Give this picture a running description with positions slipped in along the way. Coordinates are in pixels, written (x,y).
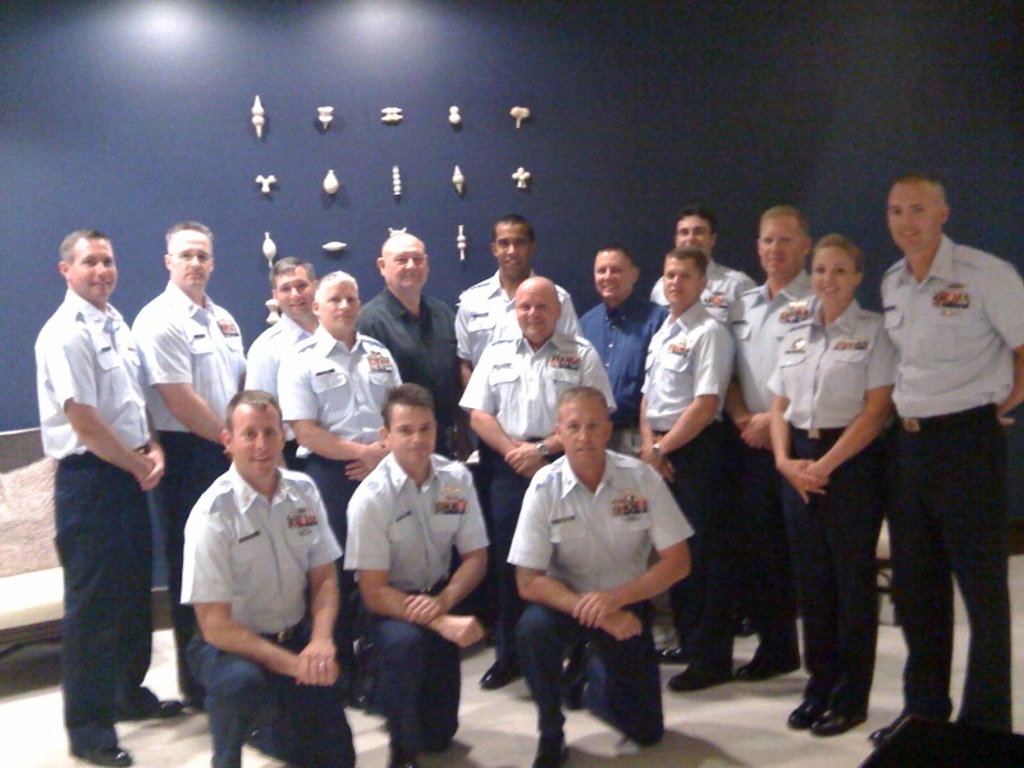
In this image we can see people (764,419) are standing on the floor (723,703) and there are three persons (554,661) in a squat position. In the background (272,90) we can see wall (556,195) and few objects (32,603).
